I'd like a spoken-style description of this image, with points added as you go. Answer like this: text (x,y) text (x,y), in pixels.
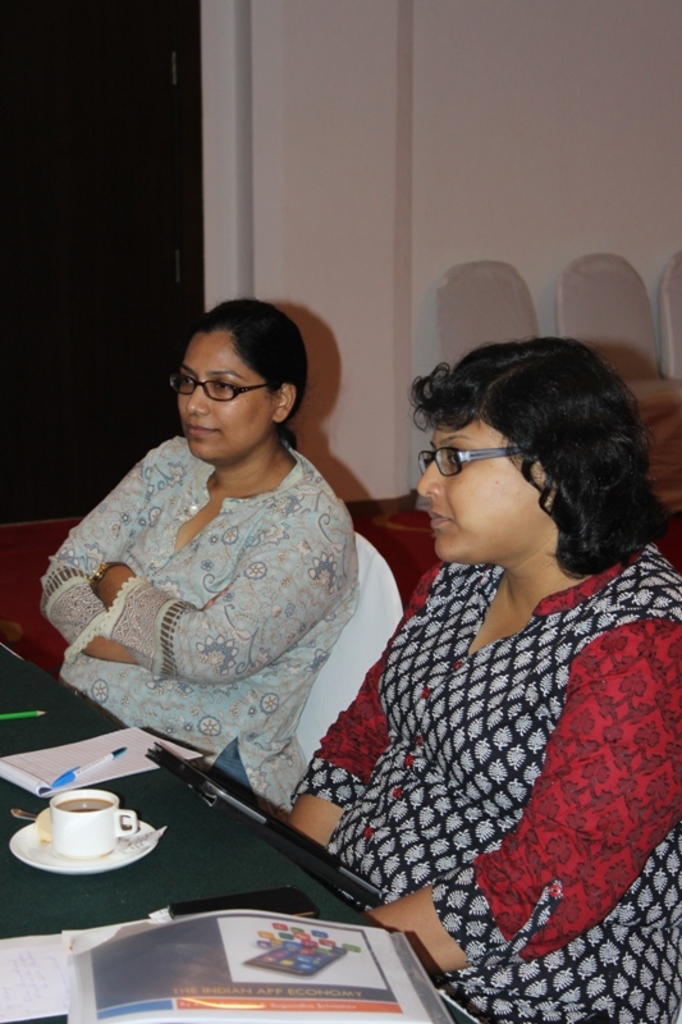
Two women (212,339) are sitting in chairs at a table (170,809).
